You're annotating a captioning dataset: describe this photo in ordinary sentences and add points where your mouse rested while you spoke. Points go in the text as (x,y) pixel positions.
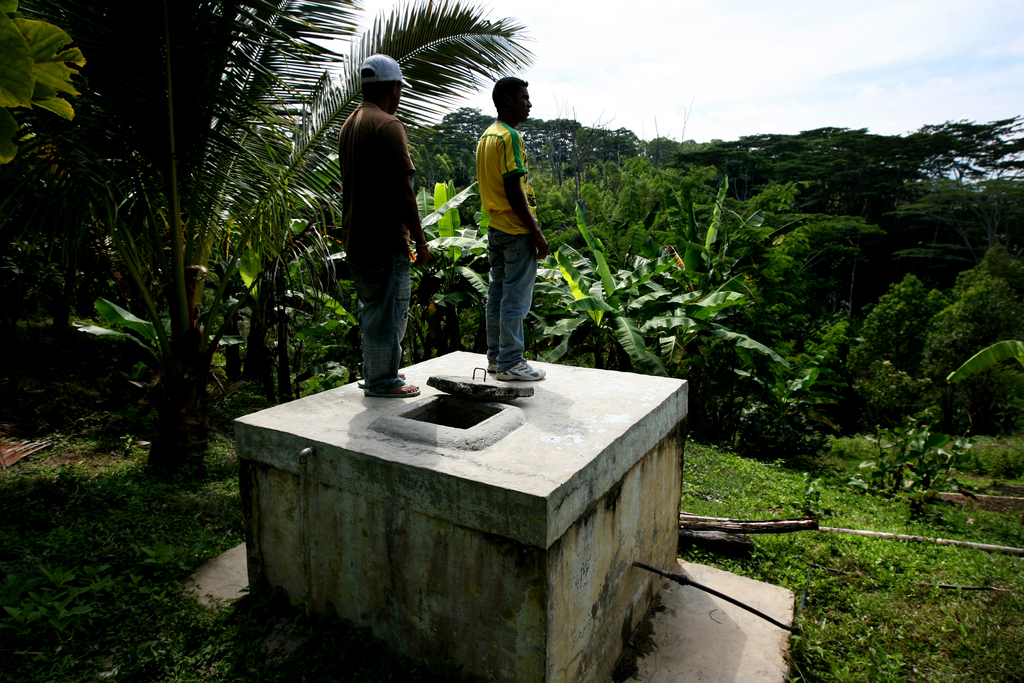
In this picture I can see couple of them on the tank (477,495) and I can see trees (698,242) and grass (817,488) on the ground (858,559) and I can see a blue cloudy sky (705,69).
